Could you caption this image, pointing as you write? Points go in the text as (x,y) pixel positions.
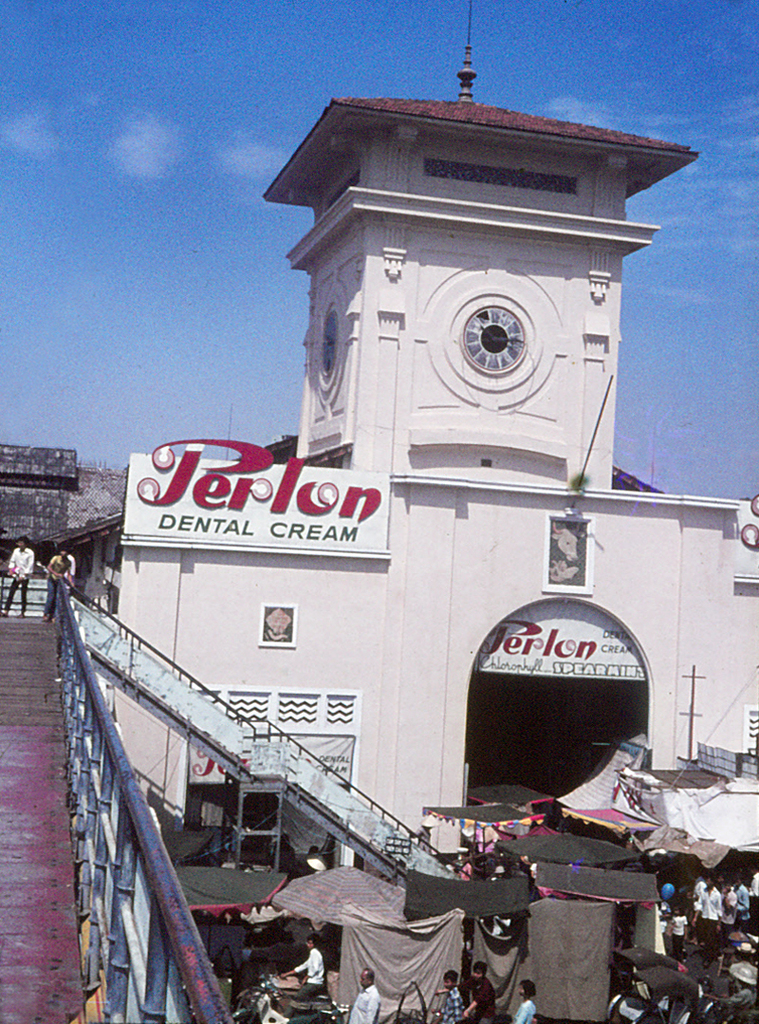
In this picture we can see a group of people (319,978), tents (610,855), posters (295,521), building (493,590), bridge (37,612) with two people (22,539) standing on it, some objects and in the background (611,90) we can see the sky (228,336).
